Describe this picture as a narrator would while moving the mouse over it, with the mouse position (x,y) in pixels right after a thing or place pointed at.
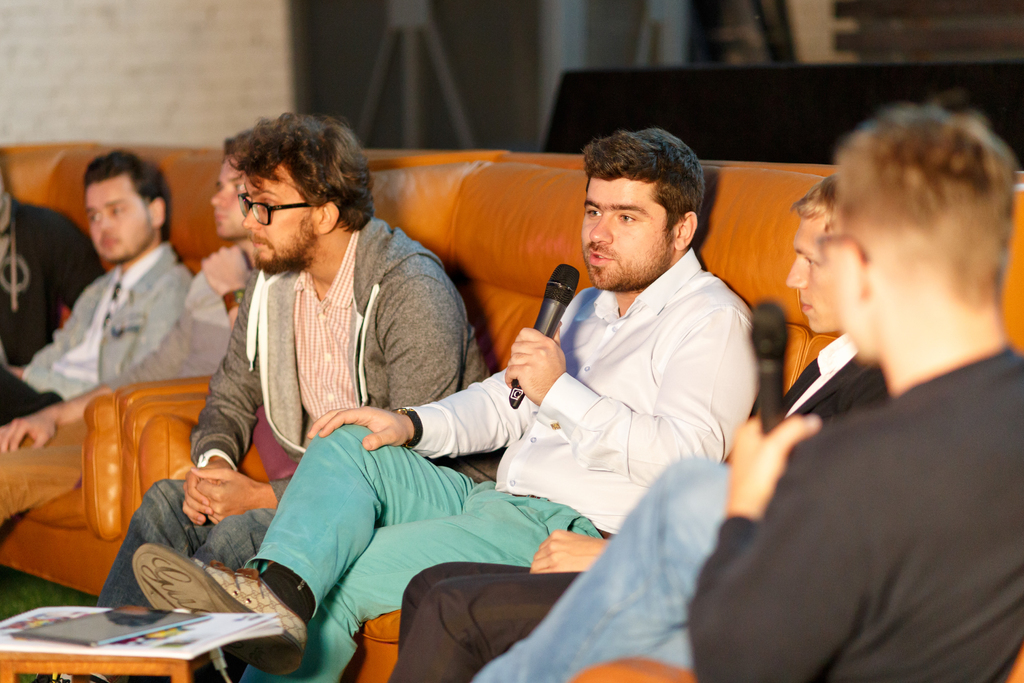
In this picture, There is a sofa (551,259) which is in yellow color on that sofa (453,190) there are some people (788,534) sitting and holding the microphones (544,326) which are in black color, In the background (108,133) there is a white color wall (164,100).
